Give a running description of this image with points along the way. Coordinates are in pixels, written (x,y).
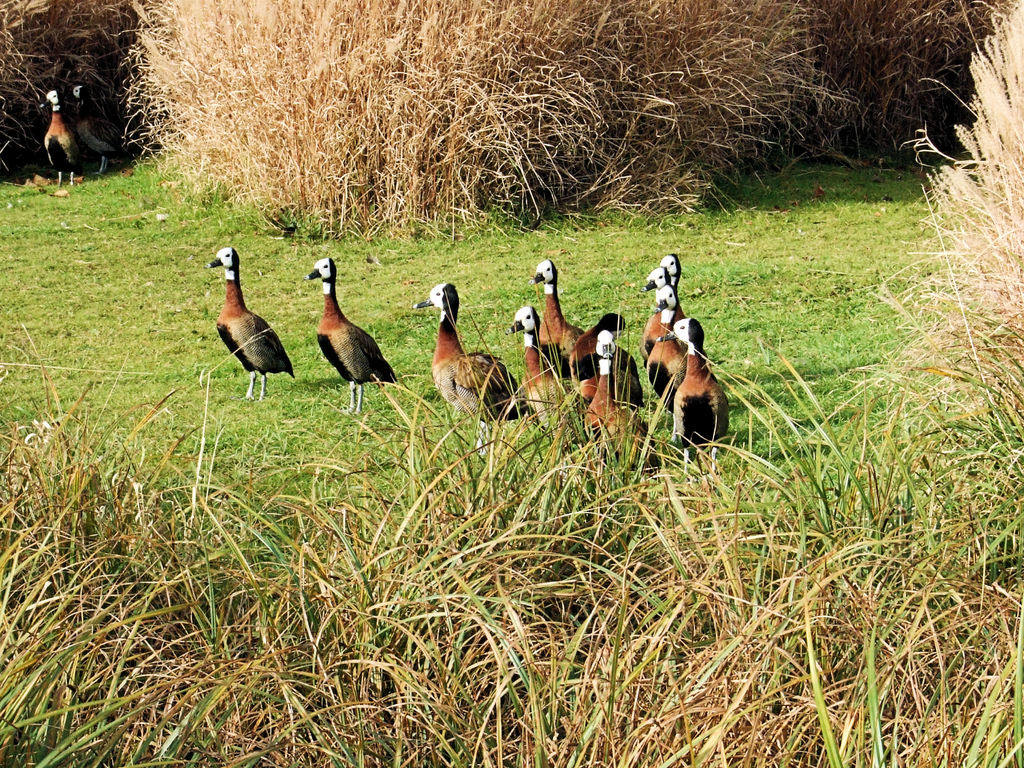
In this image I can see grass ground (361,241) in the centre (507,344) and on it I can see number of birds (453,296) are standing. I can also see bushes (15,165) in the front (833,544) and in the background (434,206).
